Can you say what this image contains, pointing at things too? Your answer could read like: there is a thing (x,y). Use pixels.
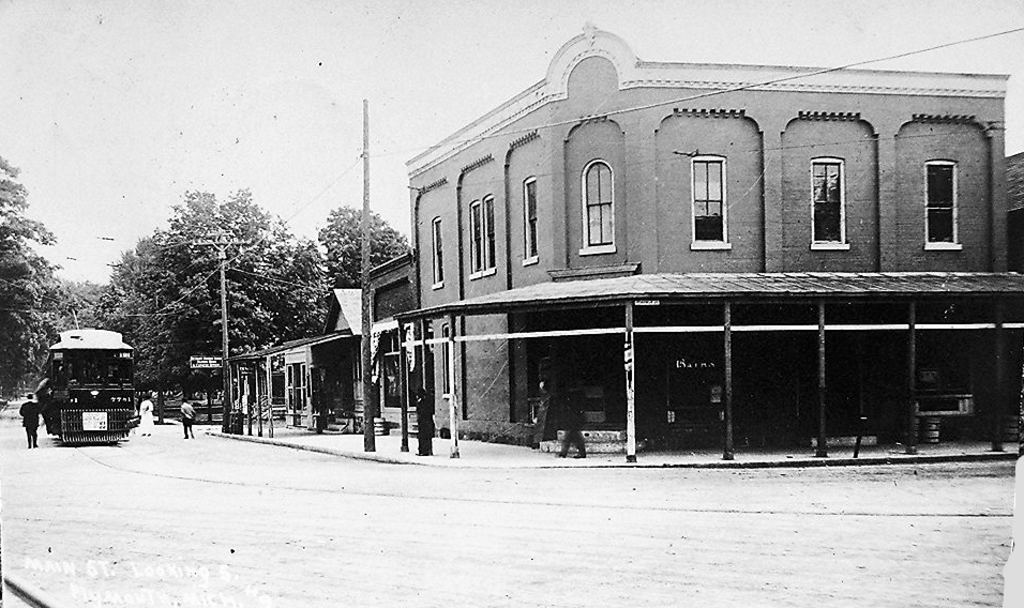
This is a black and white image, we can see ground (633,550), a few people (570,437), vehicle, trees (195,329), poles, wires (180,300), building (915,156), shed (233,366), and the sky (343,200).
